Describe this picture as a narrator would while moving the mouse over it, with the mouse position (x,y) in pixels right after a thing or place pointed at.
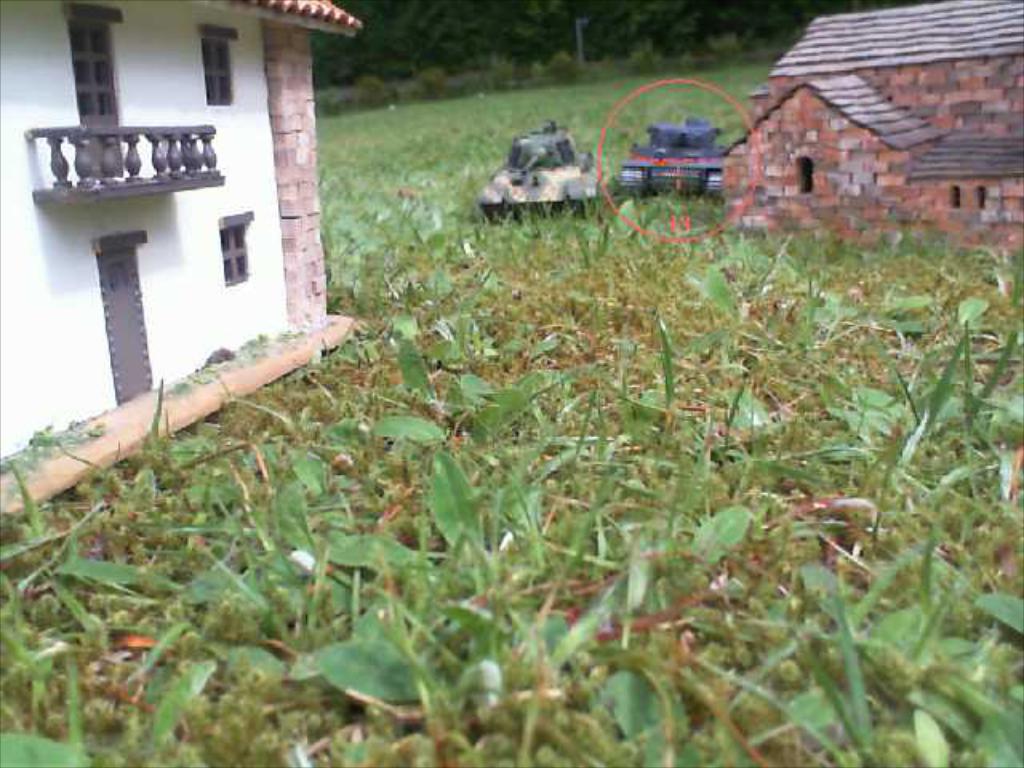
At the bottom of the picture (514,581), we see the grass (615,475) and the herbs (439,573). In the middle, we see the battle tanks (642,155). Beside that, we see a building (873,165) which is made up of bricks (871,134). On the left side (179,113), we see a white building (156,240) and a railing (113,167). We see the windows (97,96) and a door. There are trees (616,33) in the background (541,64).
